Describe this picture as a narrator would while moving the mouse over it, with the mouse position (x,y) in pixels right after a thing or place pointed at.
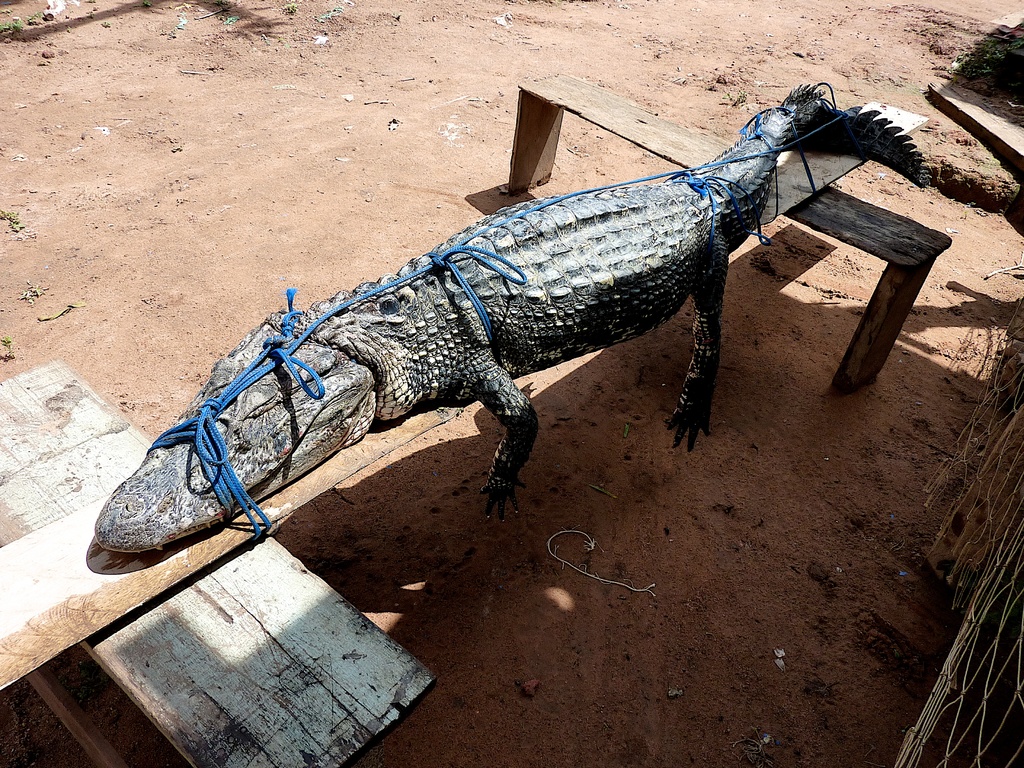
In the middle (384,330) I can see a crocodile (692,382) on a bench (71,533). This image is taken during a day on the ground (479,197).
